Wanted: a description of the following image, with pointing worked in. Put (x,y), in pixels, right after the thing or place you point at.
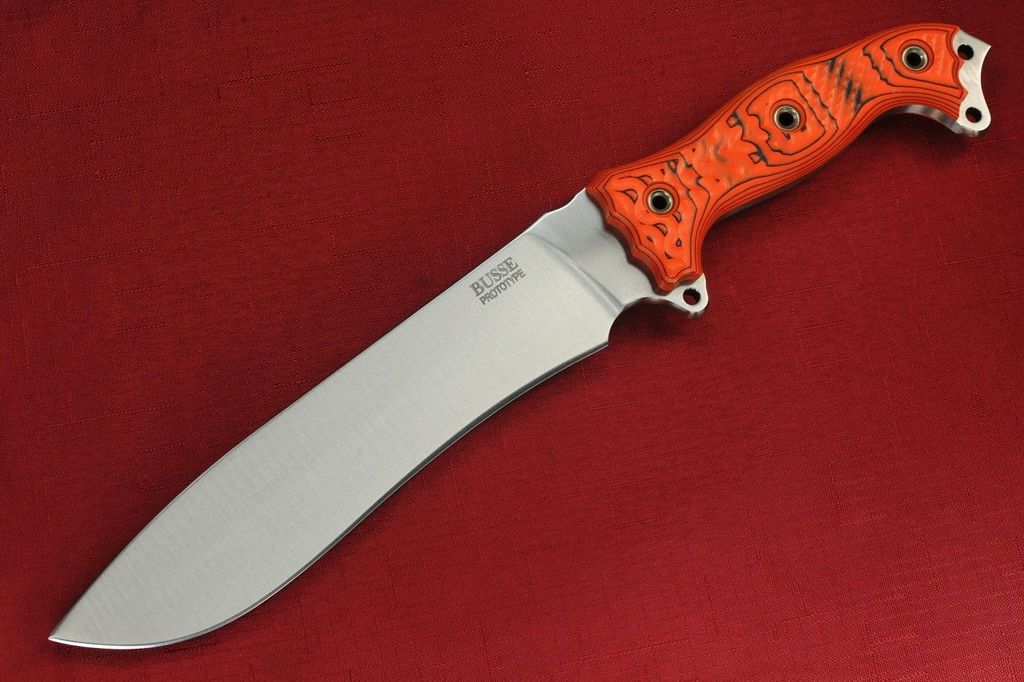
In this image we can see a knife (309,402) on the table (249,262) with a red cloth (161,350).
